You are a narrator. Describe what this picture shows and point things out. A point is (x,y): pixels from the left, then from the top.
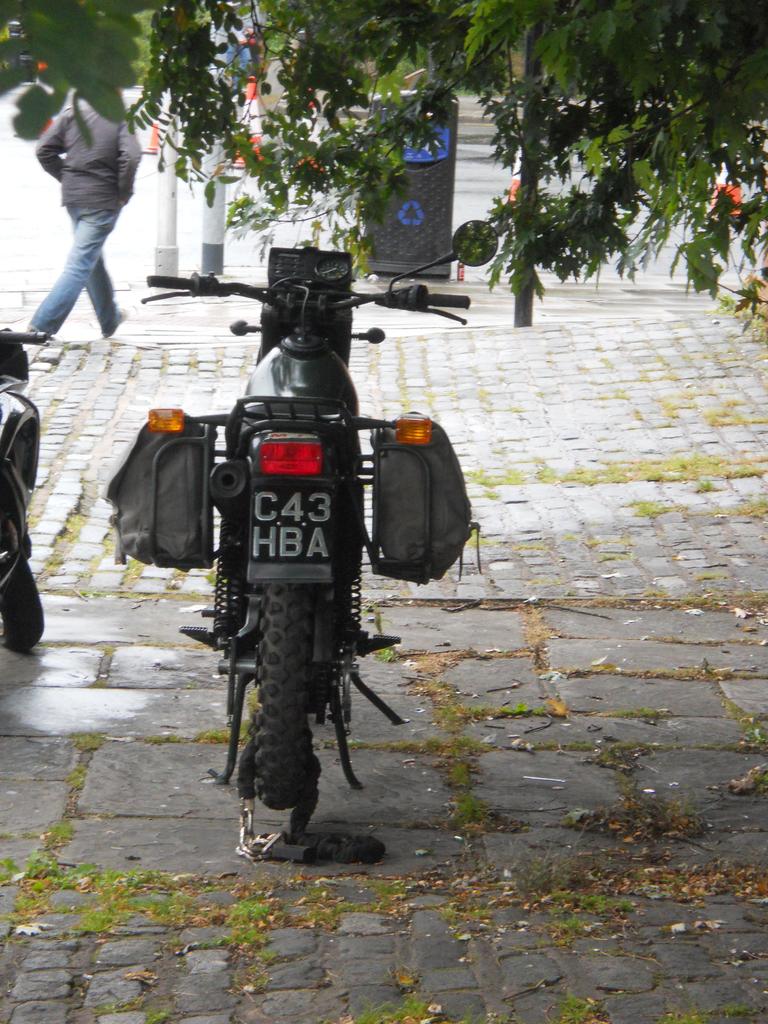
In the center of the image (296,343) we can see bike (307,469) on the ground (89,945). On the left side of the image (13,591) we can see bike (9,565) and person (82,143). In the background (440,177) we can see dustbin (443,228), poles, traffic cones (260,139), and road (557,192). At the top of the image (242,86) there are trees (498,108).
